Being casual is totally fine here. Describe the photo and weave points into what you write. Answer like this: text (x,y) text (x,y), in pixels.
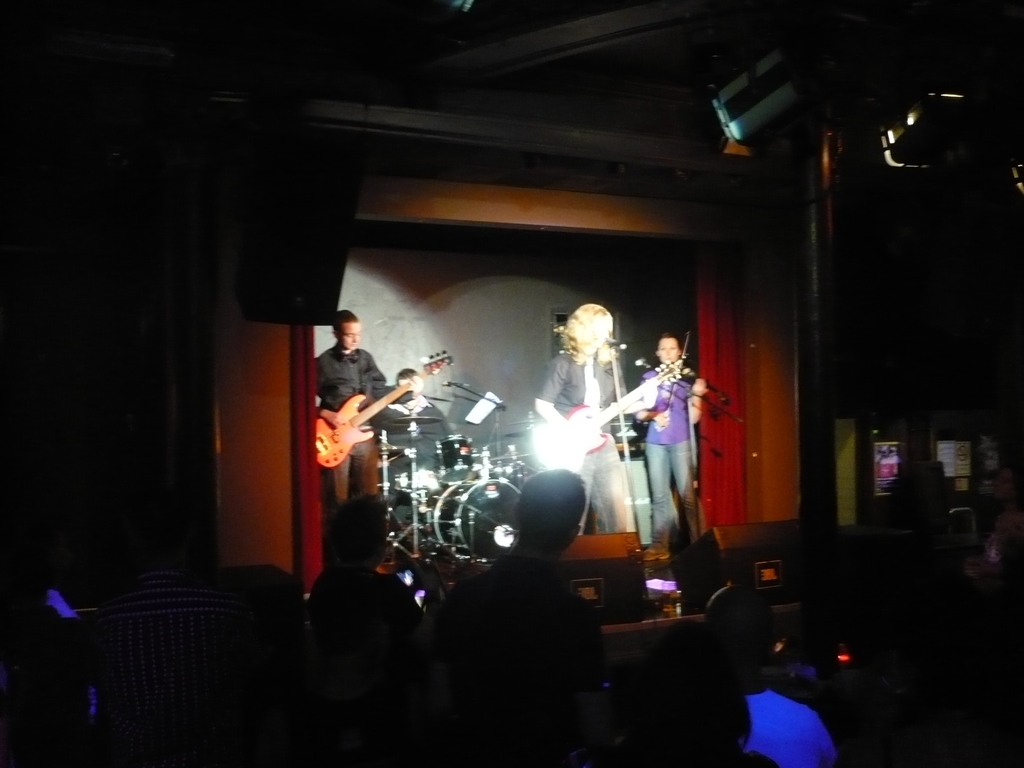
In this picture there are four members (399,376) standing on the dais (650,571) and one of them is playing the guitar (641,387) and singing, the person (670,505) behind is playing the violin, and on the left (336,387) is another person (347,376) who is also playing guitar (361,442) and there is the person (409,407) sitting here is playing the drum set (471,488) and there is projector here and there are some people (347,655) standing over here.
